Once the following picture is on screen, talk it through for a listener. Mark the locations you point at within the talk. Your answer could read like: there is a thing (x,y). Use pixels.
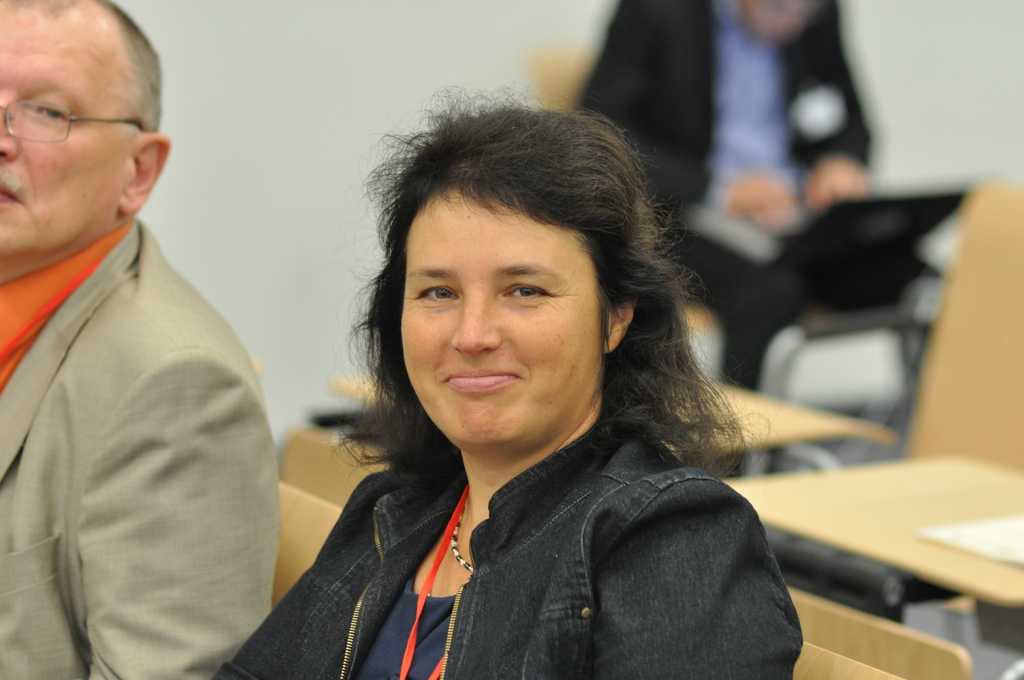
In this image I can see a three person (415,515) sitting on the chair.
